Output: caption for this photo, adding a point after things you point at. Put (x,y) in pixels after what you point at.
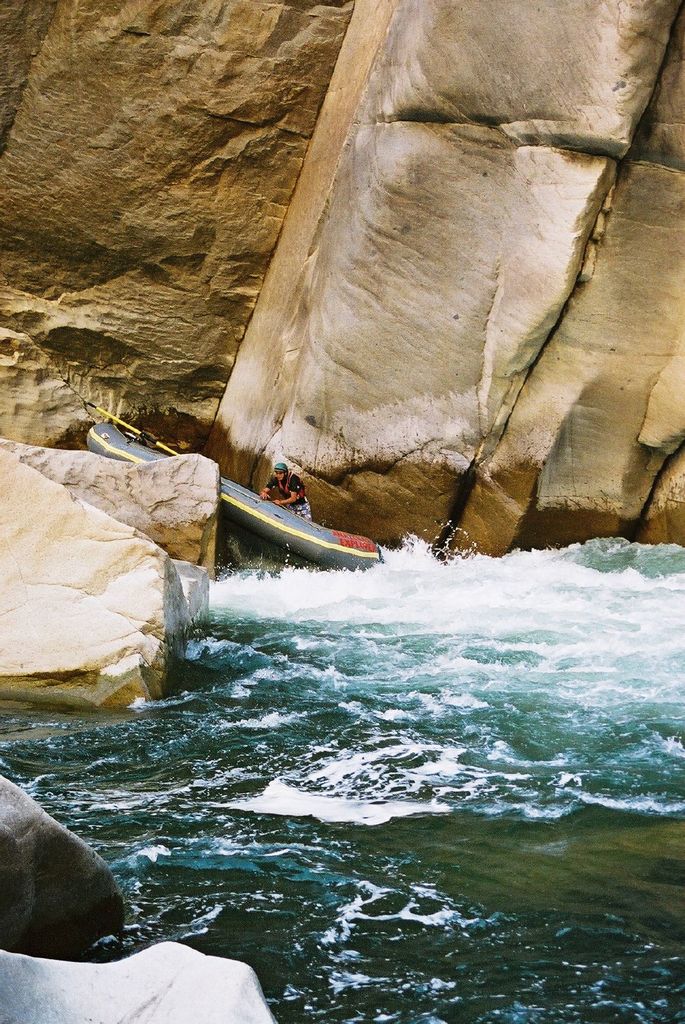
In this picture there is water (324,766) at the bottom side of the image (479,973) and there are rocks (27,864) at the bottom side of the image (27,864), there are other rocks (17,399) on the left side of the image (38,518) and there is a boat (239,503) and a man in the center of the image (305,496).
